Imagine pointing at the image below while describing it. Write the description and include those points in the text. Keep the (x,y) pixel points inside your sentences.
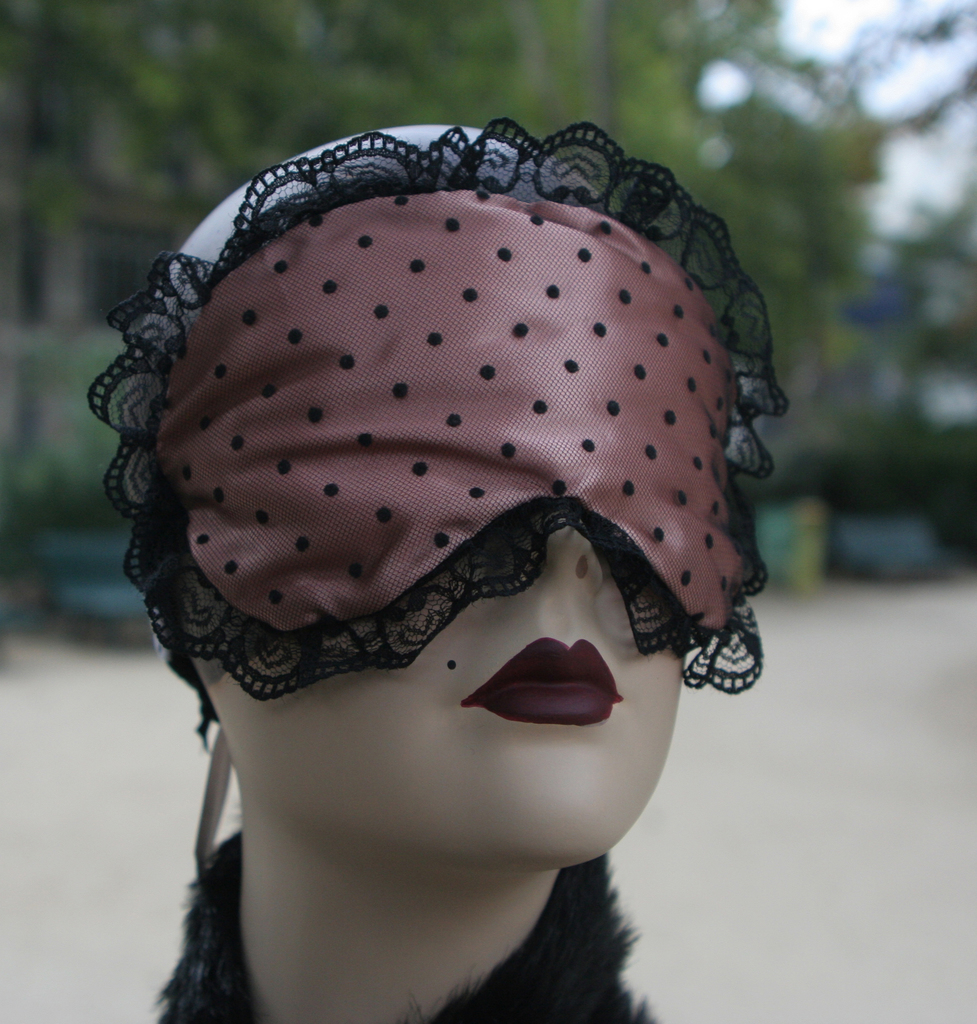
In this image I can see the mannequin (337,860). And the mannequin (279,896) is wearing the black color fur (476,1007) and also the pink and black color mask (331,388). In the background (729,796) I can see the road (771,848) and the trees (389,79) and it is blurry.
